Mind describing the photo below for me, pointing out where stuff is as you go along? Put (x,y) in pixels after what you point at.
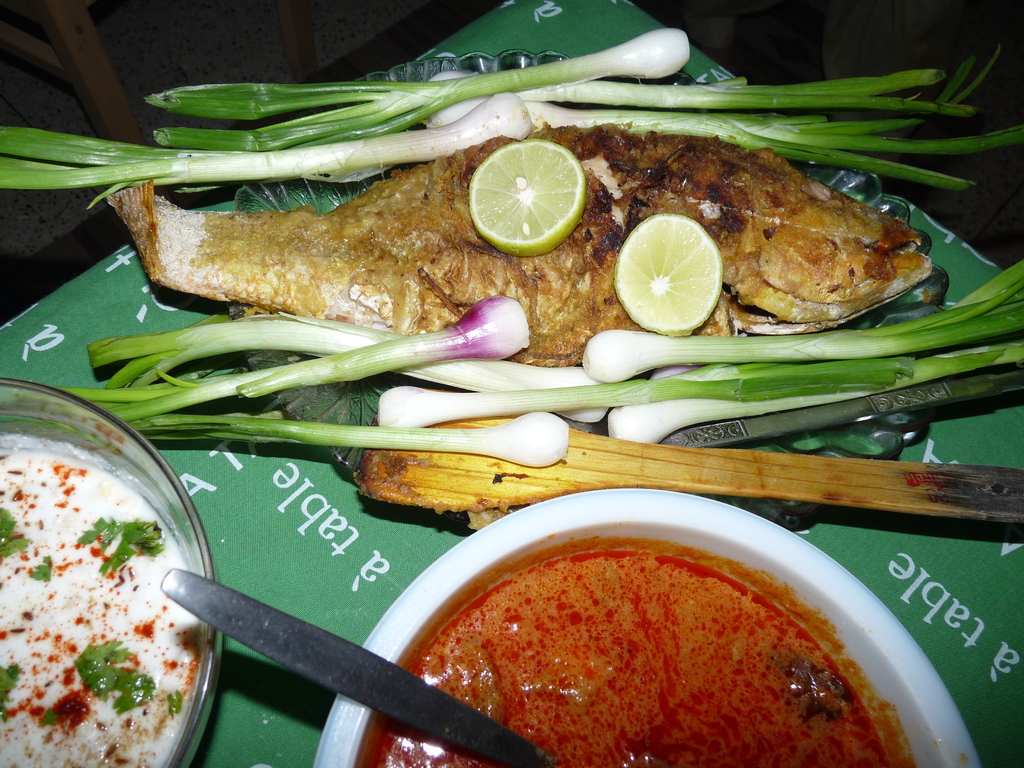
In the image we can see there is a curry (634,637) in the bowl (540,629) and there is a spoon (222,622) kept in the bowl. There are spring onions (412,420) and fried fish (576,236) kept on the plate (612,258). There are lemon pieces (660,294) kept on the fish (606,299) and there are spoons (695,445) kept on the plate (891,449).
